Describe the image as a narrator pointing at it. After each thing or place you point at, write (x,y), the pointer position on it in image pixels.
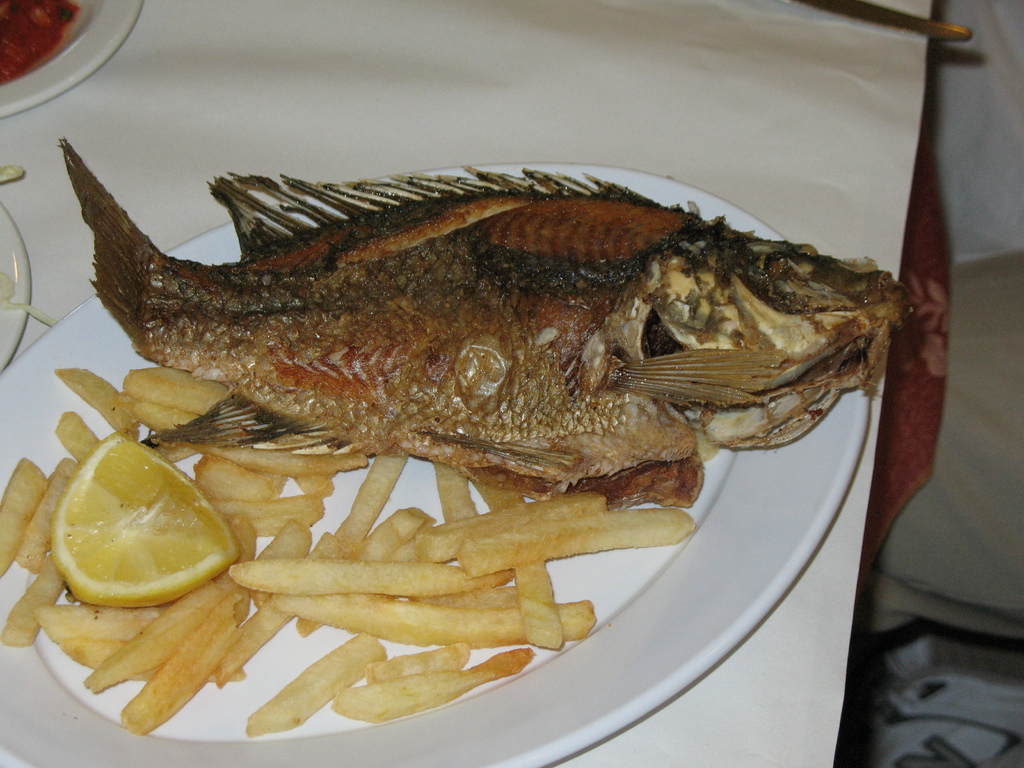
In this image we can see a fried fish (422,251), french fries (89,631) and a piece of lemon (65,530) in a plate (673,670) which is placed on a table (734,664). We can also see some plates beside it.
